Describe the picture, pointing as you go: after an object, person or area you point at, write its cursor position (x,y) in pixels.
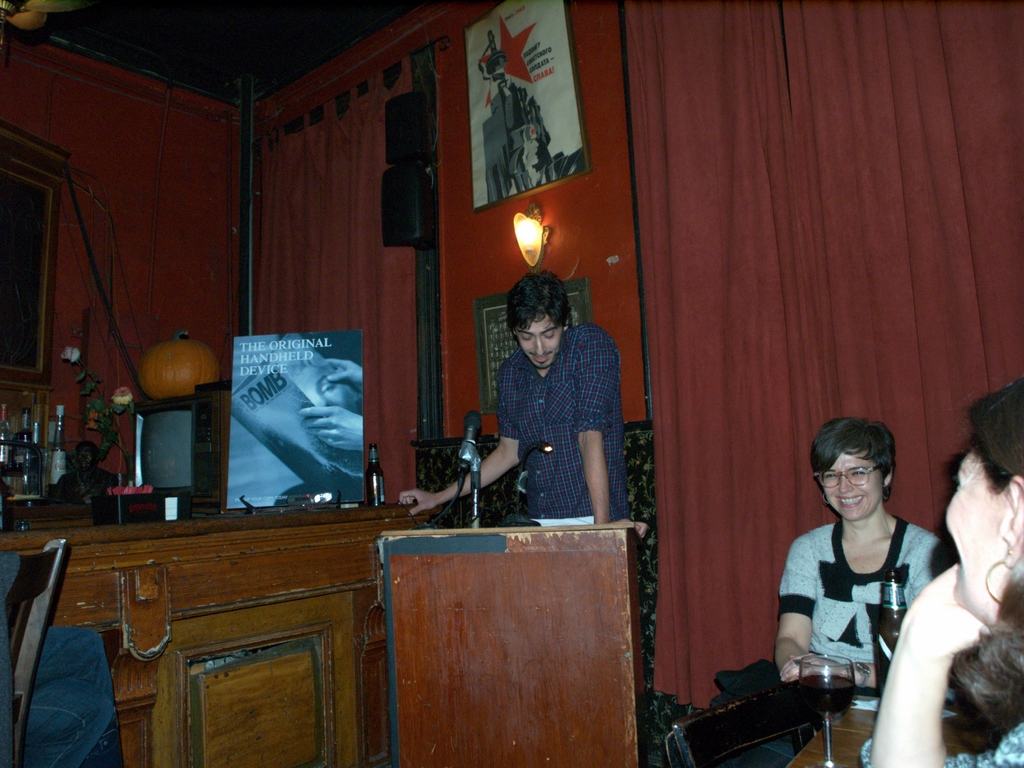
In this image a person (518,410) is standing. Before him there is a podium (505,614) having a mike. Left side (144,641) there is a chair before it there is a table (297,540) having a poster (290,463) television (161,468) and few bottles (53,474) on it. On the television (186,400) there is a pumpkin (206,370). Right side (1006,662) there is a woman (916,724). Before her there is a table (842,745) having a glass (827,759) on it. Glass (826,712) is filled with drink (822,707). Behind table (809,751) there is a chair (754,711). Beside it there is a woman (849,600) sitting. She is wearing spectacles (855,470). Background (690,268) there are windows (665,274) covered with curtains (650,318). A lamp (536,246) is attached to the wall (542,265). Left side (22,171) there is a picture frame (55,192) attached to the wall (494,243).
